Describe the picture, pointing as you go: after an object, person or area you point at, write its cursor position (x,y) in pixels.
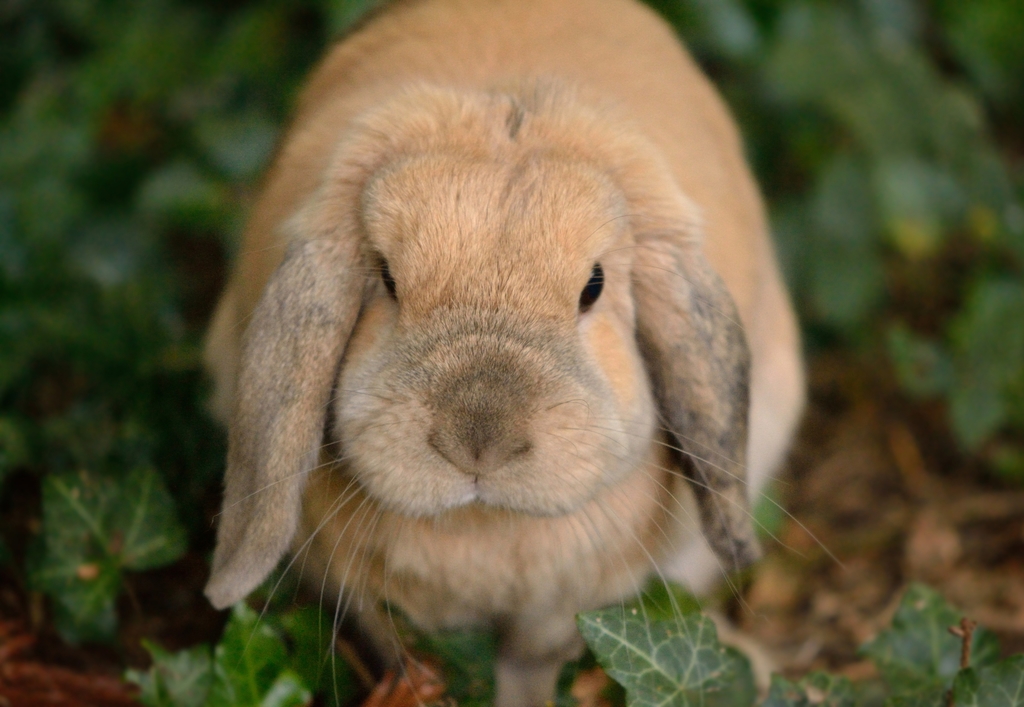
In this image there is a rabbit (347,421) on the land (1014,602) having few plants (199,327) which is having few leaves (941,691).
